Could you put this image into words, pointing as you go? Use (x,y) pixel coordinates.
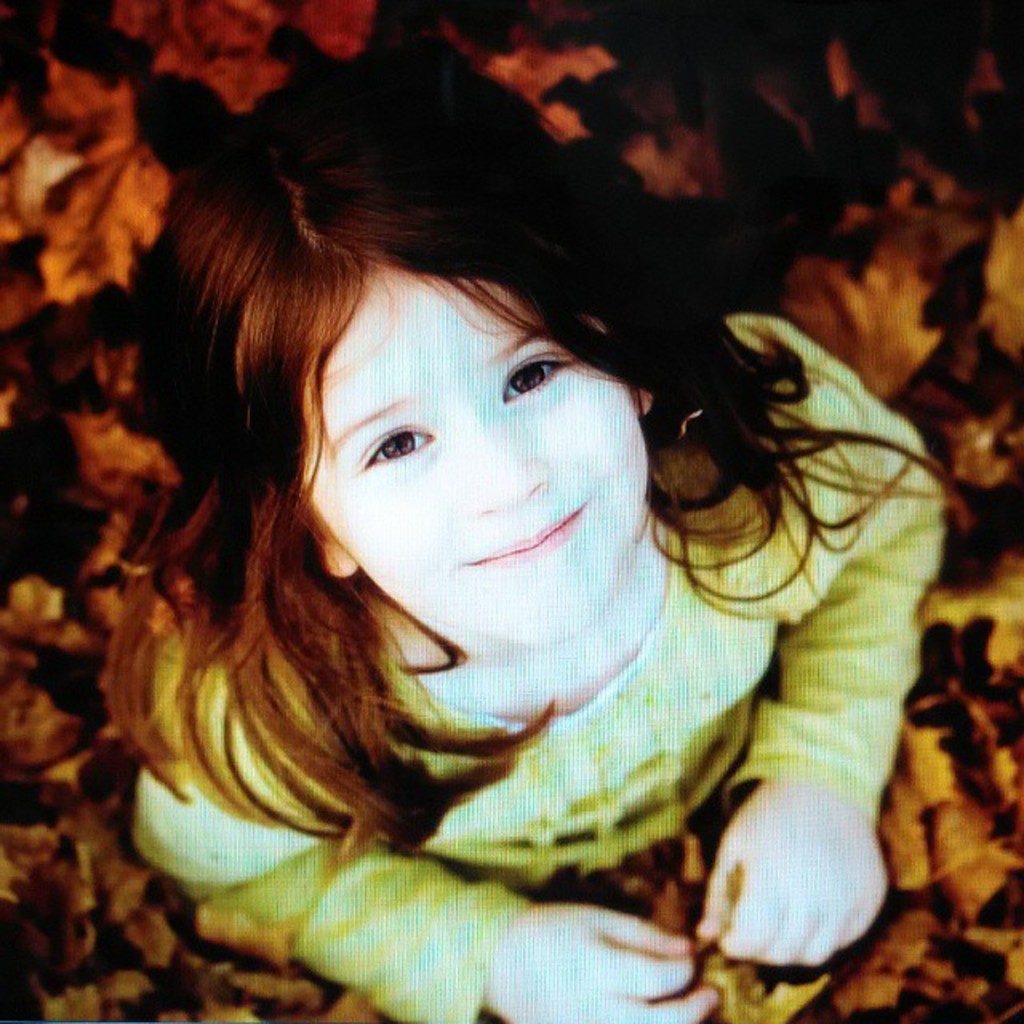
In this image, we can see a girl (584,728) is watching and smiling. Here we can see leaves (265,10). It looks like a poster.
